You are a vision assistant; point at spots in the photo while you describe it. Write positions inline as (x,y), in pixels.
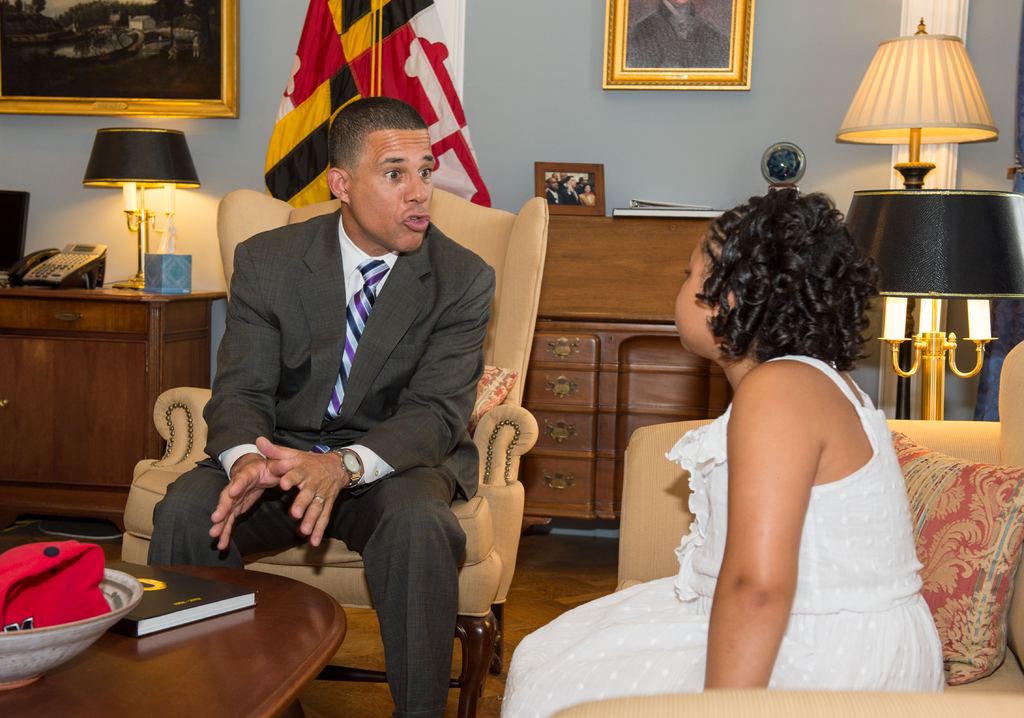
In this picture we can see there are two people (421,493) sitting on chairs (692,702) and in front of the people (294,393) there is a table (258,681) and on the table (229,674) there is a book (180,604), bowl (17,643) and a red object (24,589). Behind the people (312,480) there is a lamp (908,266) and two wooden cabinets (659,297) and on the cabinet (571,277) there is a photo frame (549,201) and on the cabinet (116,394) there is a telephone (63,285) and the lamp (145,257). Behind the man (355,290) there is a flag (364,82) and a wall (522,64) with photo frames (642,37).
